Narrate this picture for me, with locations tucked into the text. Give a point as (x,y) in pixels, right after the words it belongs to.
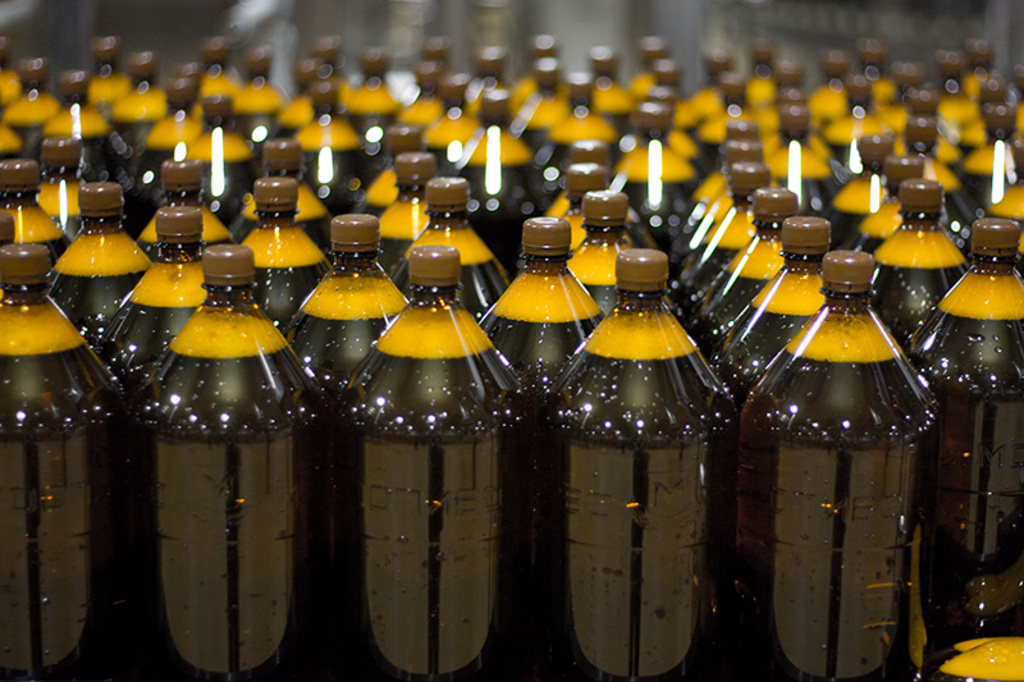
In this image I see number of bottles (651,637), in which the liquid (43,585) is in black in color and the foam (323,303) is yellow in color and I see the cap (187,235) it is brown in color.
